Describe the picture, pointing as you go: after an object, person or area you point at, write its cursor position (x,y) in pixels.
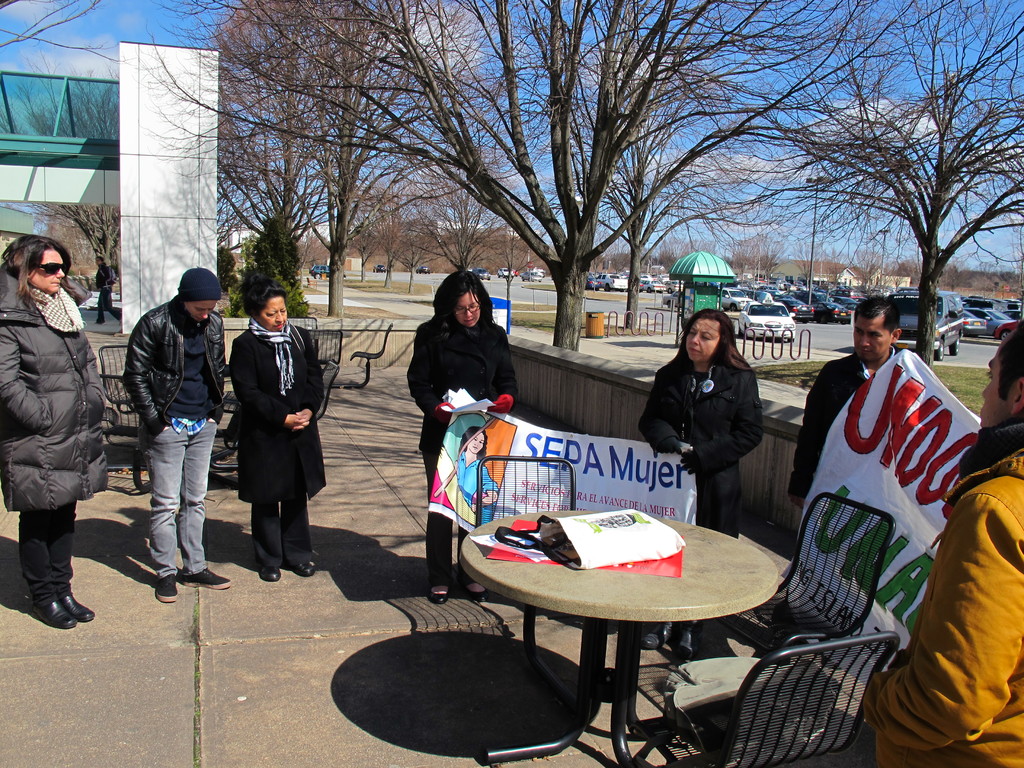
These persons (14,339) are standing. These four persons (990,562) are holding banner (897,425). There is a table (742,582) and chairs (745,625). On the table (723,595) we can see bag (558,555), paper (522,550). On the background (517,174) we can see trees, sky (818,93) with clouds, Building (183,184). Afar we can see vehicles (778,291) on the road (550,280).
